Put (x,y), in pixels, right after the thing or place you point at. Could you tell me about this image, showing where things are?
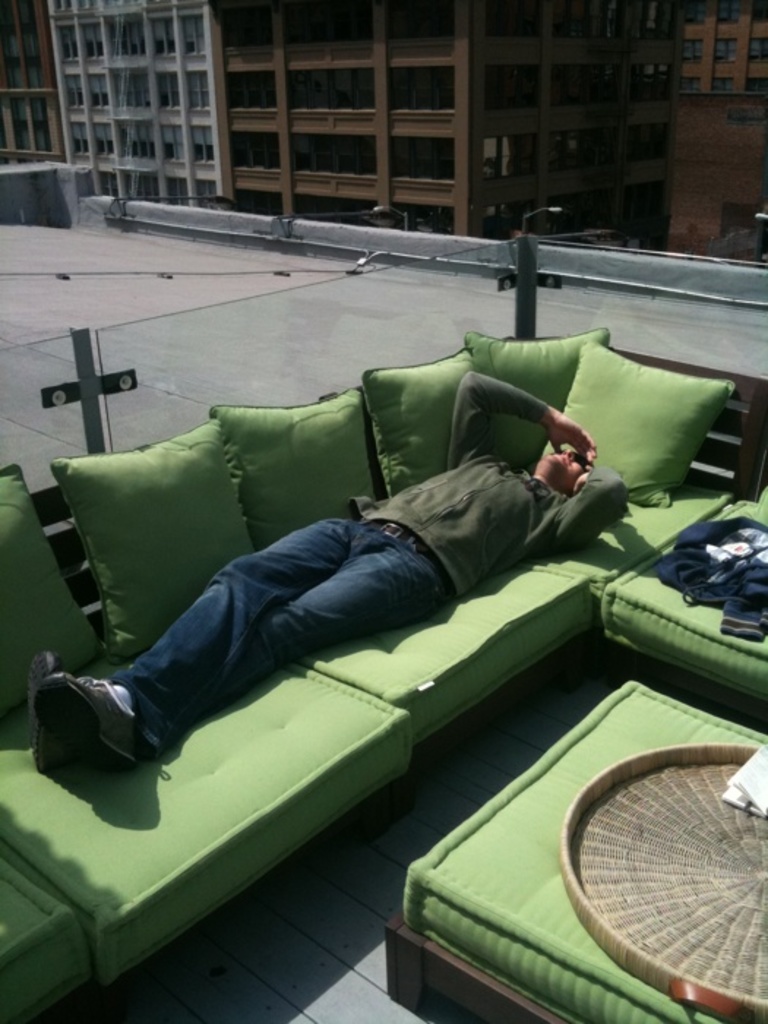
In this image, there is a person (507,485) wearing clothes (237,614) and footwear (90,699). This person (92,699) is sleeping on the sofa (306,673). There is a building (152,181) at the top of this image (510,90).
